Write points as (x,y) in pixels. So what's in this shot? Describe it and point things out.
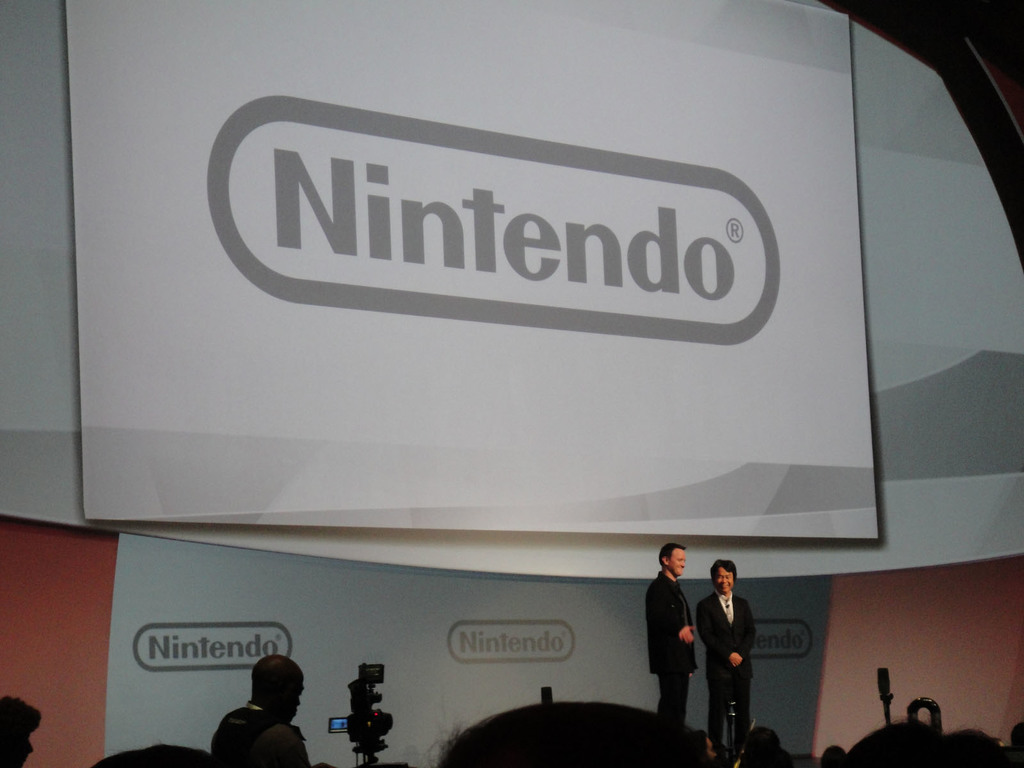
There are people (930,739). A person (293,743) is present with a camera (359,728). 2 people (676,685) are standing at the back (723,671) wearing suit (677,651). Behind them there is a banner (338,370) on which ''nintendo'' is written.
